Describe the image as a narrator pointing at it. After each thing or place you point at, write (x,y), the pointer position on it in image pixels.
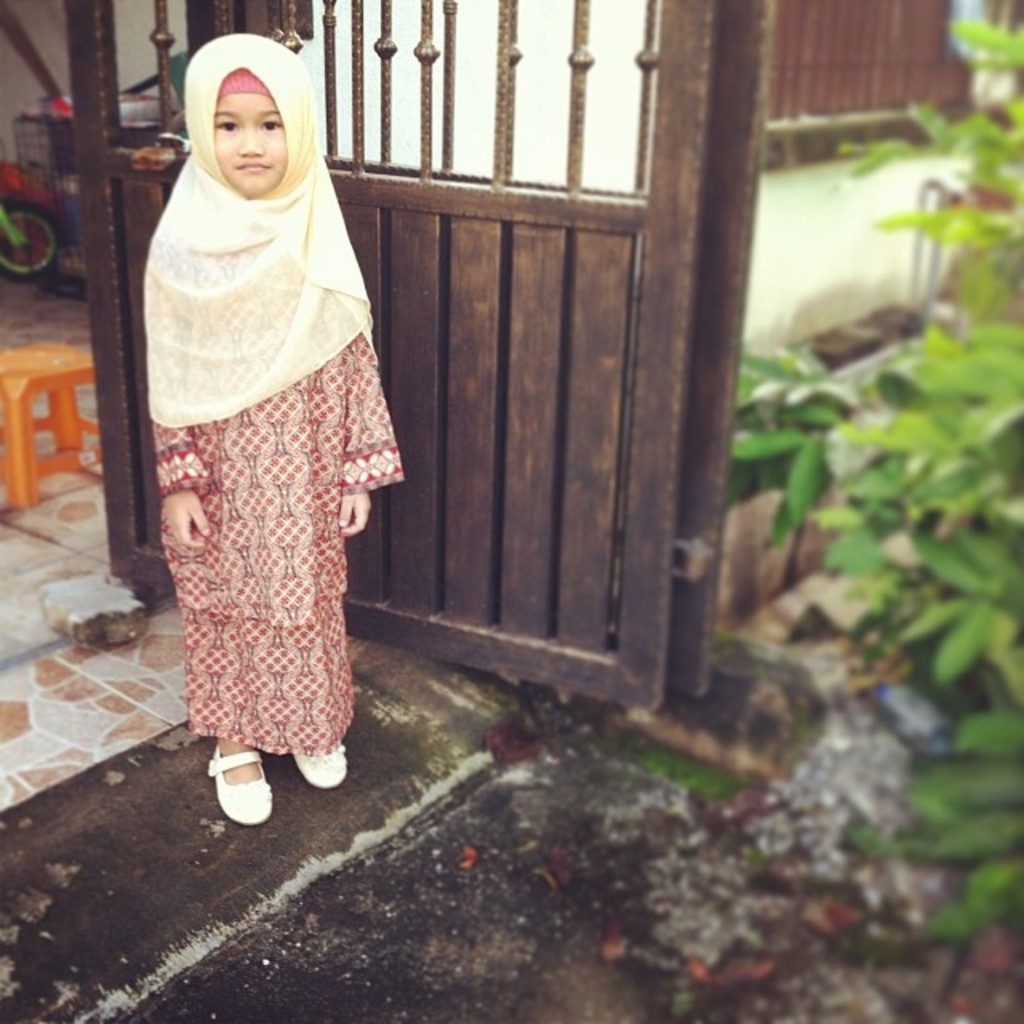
In this picture we can see a girl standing on the ground (335,891) and in the background (449,587) we can see a gate (450,600), wall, plants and some objects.
